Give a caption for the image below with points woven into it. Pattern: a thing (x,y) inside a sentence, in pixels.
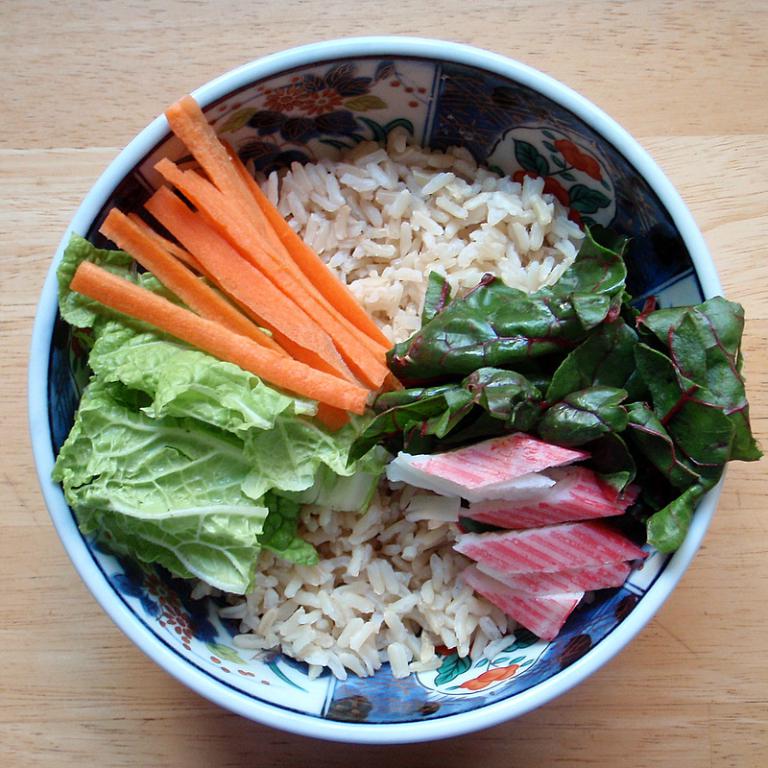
This is the picture of a bowl (178,600) in which there is a rice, leafy vegetables (247,476) and some carrot slices (264,341) on it.
